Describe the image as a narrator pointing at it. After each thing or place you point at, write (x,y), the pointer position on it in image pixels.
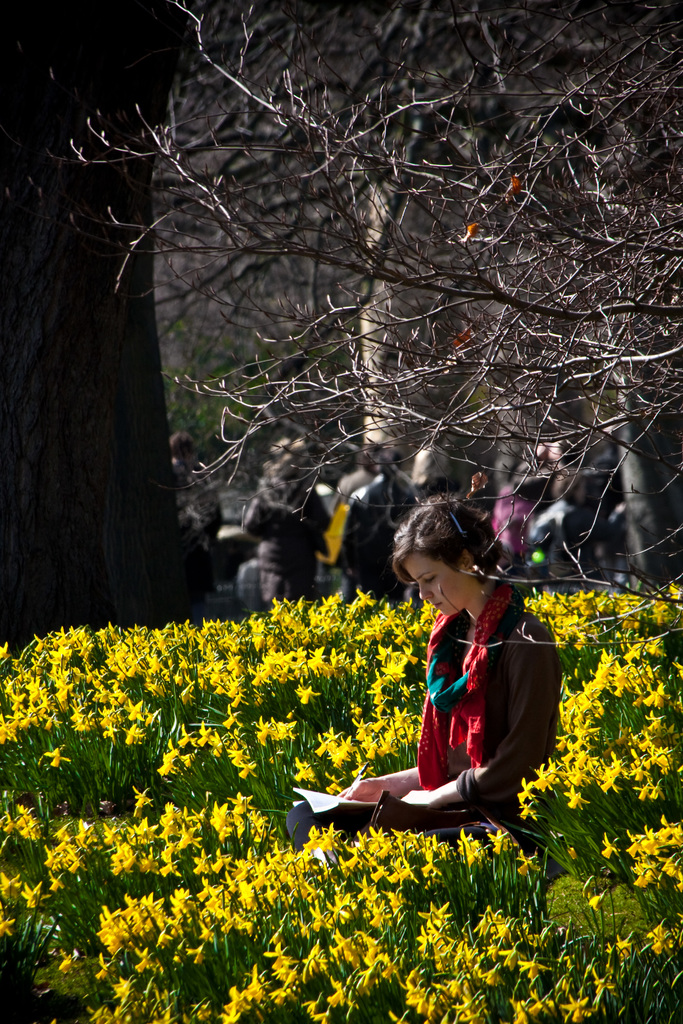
In this image we can see a woman (433,642) sitting in between the plants (405,705) which has some flowers (392,621) and she is holding the book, behind there are some people (381,570) and some trees (424,280).
